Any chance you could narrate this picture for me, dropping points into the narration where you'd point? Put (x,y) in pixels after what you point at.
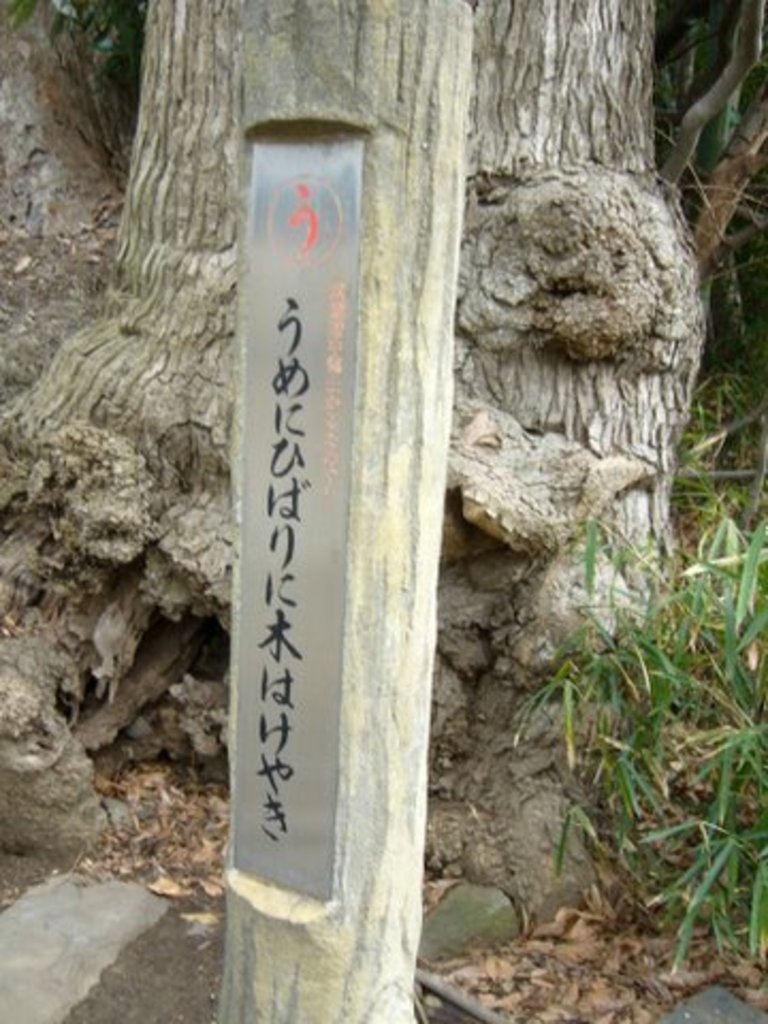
In this image we can see a tree (524,336), grass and some text (279,818) written on a post (312,478).
